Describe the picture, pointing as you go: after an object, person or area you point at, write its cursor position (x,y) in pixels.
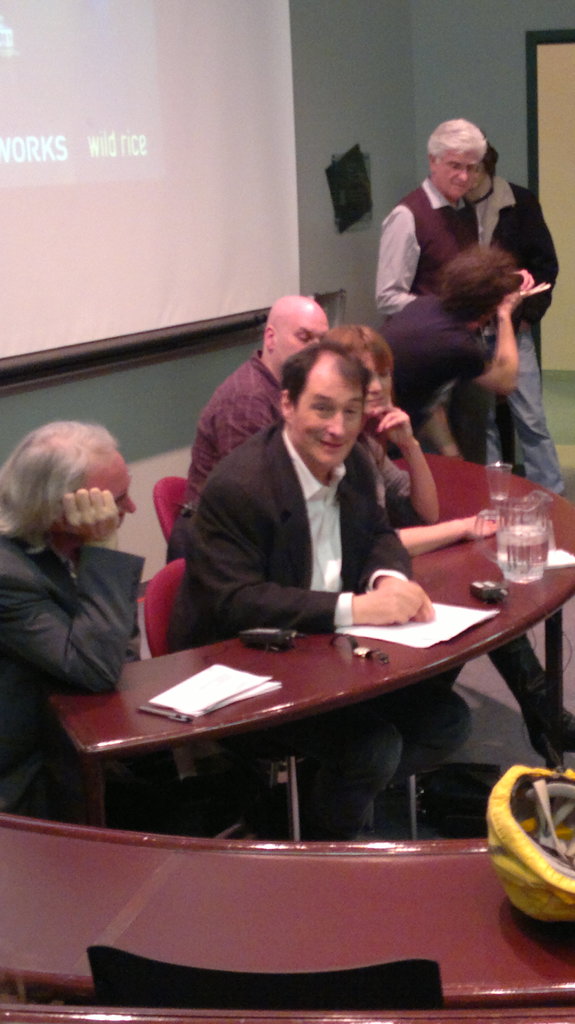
In this image we can see four people (245,511) are sitting on the chairs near the table (307,646). We can see papers (462,621), jar (514,559) and glasses (495,496) on the table (512,494). This is the projector screen (147,260).
